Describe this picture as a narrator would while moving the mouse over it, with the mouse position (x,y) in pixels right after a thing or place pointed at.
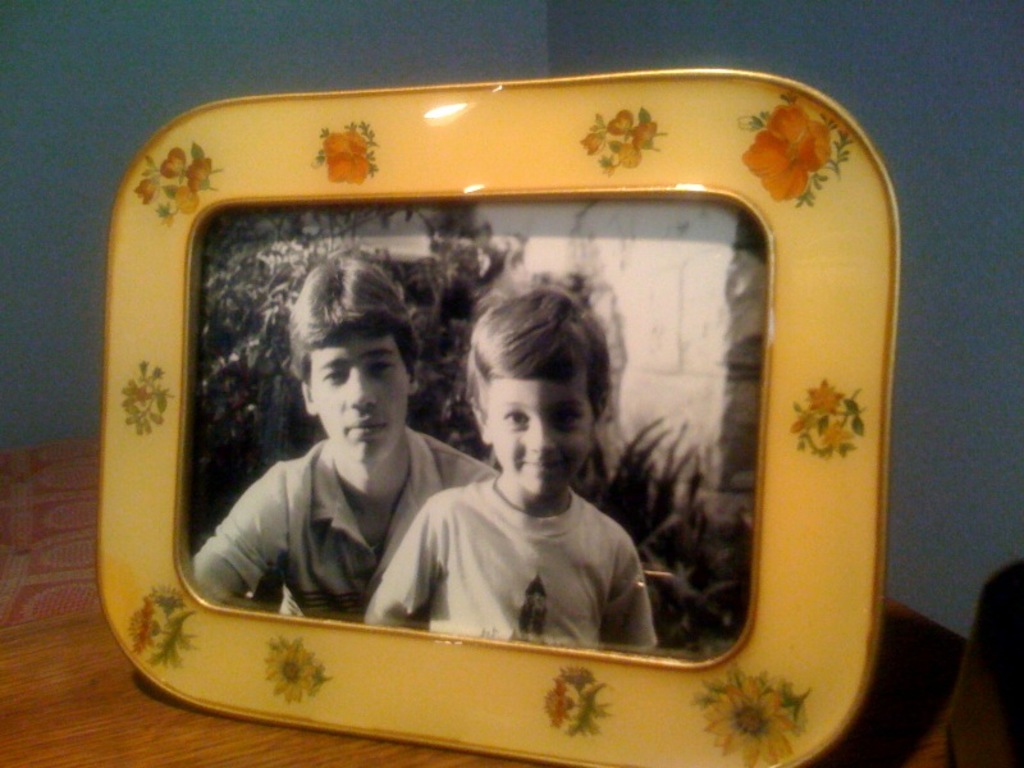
In the front of the image (19,741) there is a table (29,707), on the table (108,731) there is a photo frame (441,732). In a photo frame (192,620) I can see two people (361,460) and plants (234,280). In the background of the image (920,183) there is a wall (879,106).
